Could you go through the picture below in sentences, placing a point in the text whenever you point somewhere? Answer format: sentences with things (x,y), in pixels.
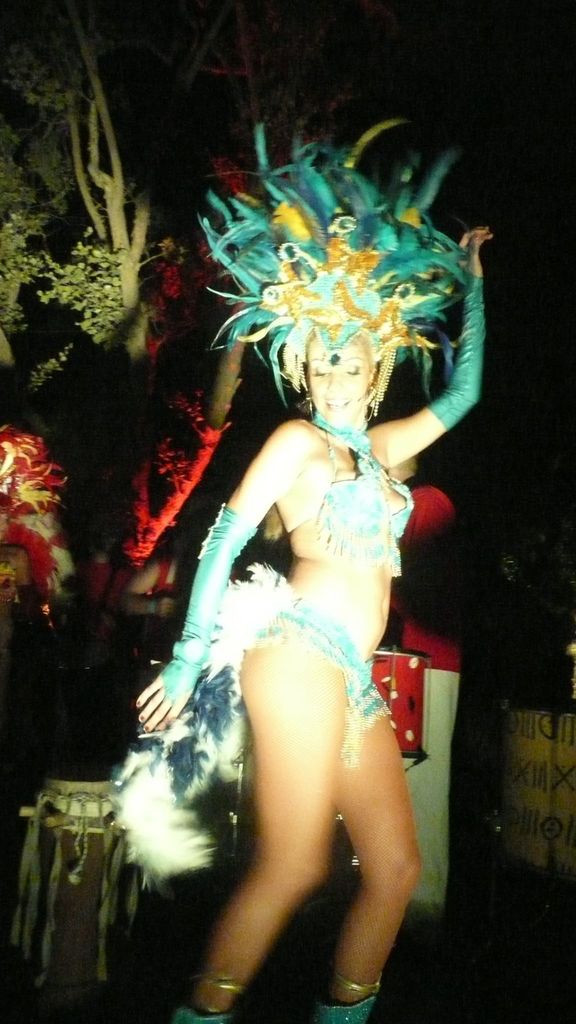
This picture shows a woman (309,574) wore a fancy dress (347,428) and dancing and we see drums (417,693) and couple of them (97,573) on the back (69,921) and a tree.
